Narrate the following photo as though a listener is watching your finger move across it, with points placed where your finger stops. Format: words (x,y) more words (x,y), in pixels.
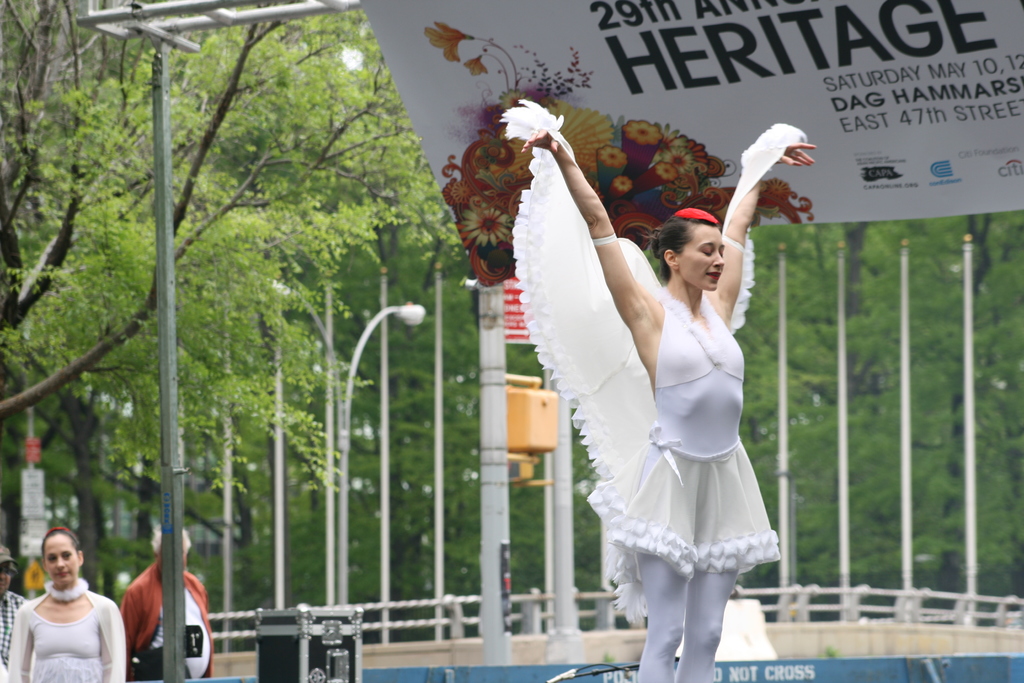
In this image there is one women (634,466) standing on the right side of this image (688,410) is wearing white color dress (630,412). There are some persons (127,620) in the bottom left corner of this image (124,600). There are some poles (347,461) and trees (132,304) in the background (367,391). There is a poster (648,111) as we can see on the top of this image (651,70).
